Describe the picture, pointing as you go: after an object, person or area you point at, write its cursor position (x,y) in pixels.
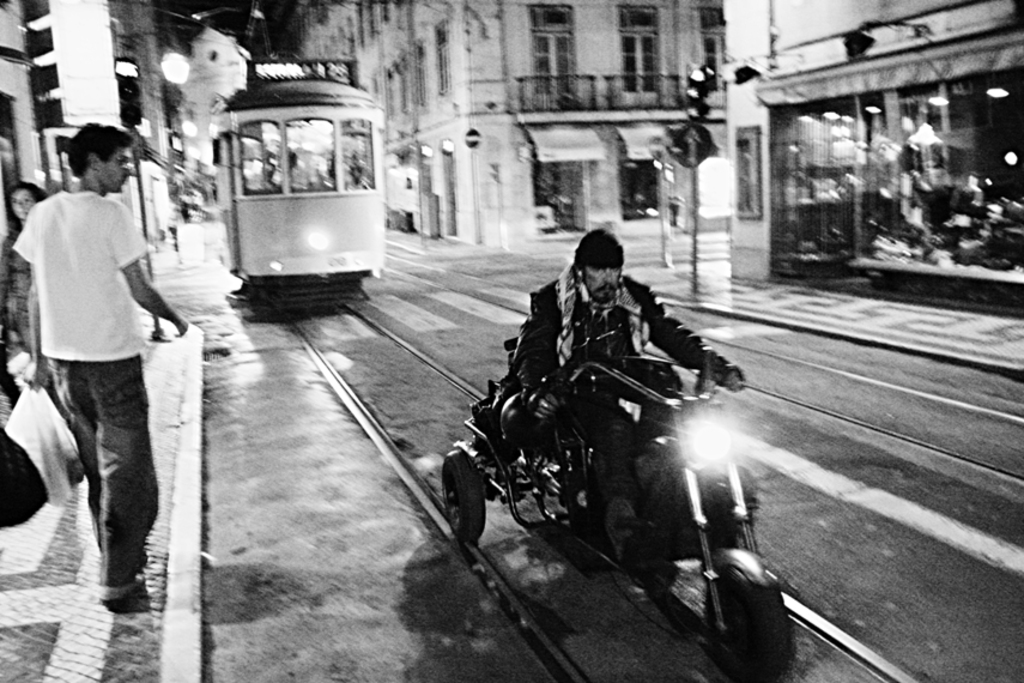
This is a black and white picture. There is a man (589,344) on the bike (687,472). This is light (708,455). There is a train (307,159). Here we can see a man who is walking on the road (221,550). These are the buildings (664,124) and there is a traffic signal (705,79). And this is pole (140,199).
